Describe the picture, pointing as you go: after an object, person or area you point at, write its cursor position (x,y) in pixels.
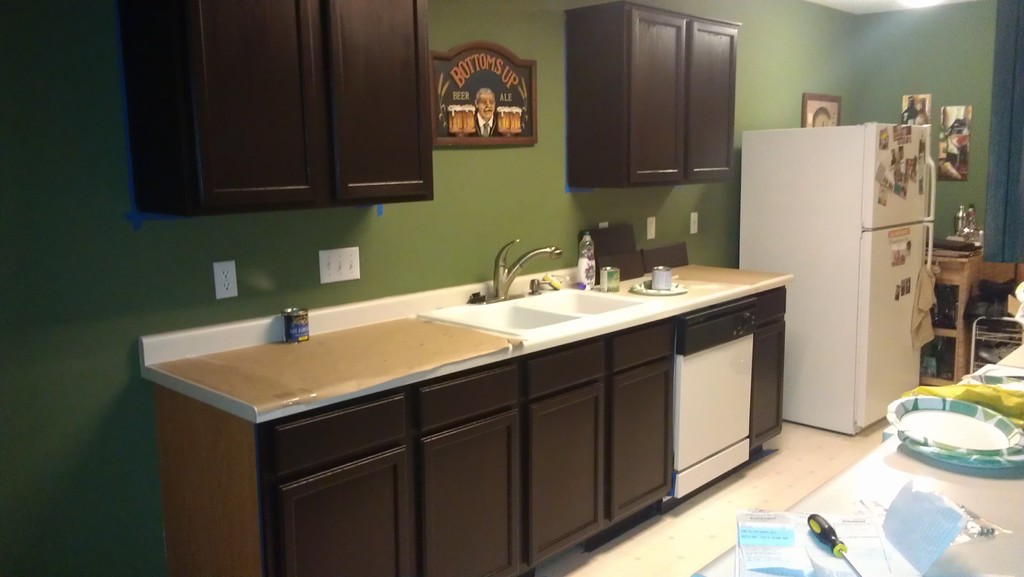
In this image in front (903,474) there is a platform (938,480). On top of it there are plates (1009,434), papers (920,500) and a few other objects (1008,409). There are wooden cupboards (479,428). On top of it there is a sink (563,301). Beside the sink (584,312) there are a few objects (617,254). There is a fridge (830,308) and there are pins (900,171) attached to the fridge (921,244). Beside the fridge (877,261) there is a wooden table (952,313). On top of it there are few objects (951,243). There is a wall (928,47) with photo frames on it. In the background of the image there are wooden cupboards (665,24) attached to the wall (761,18). At the bottom of the image (646,542) there is a floor (638,557). On top of the image (917,0) there is a light (939,0).
